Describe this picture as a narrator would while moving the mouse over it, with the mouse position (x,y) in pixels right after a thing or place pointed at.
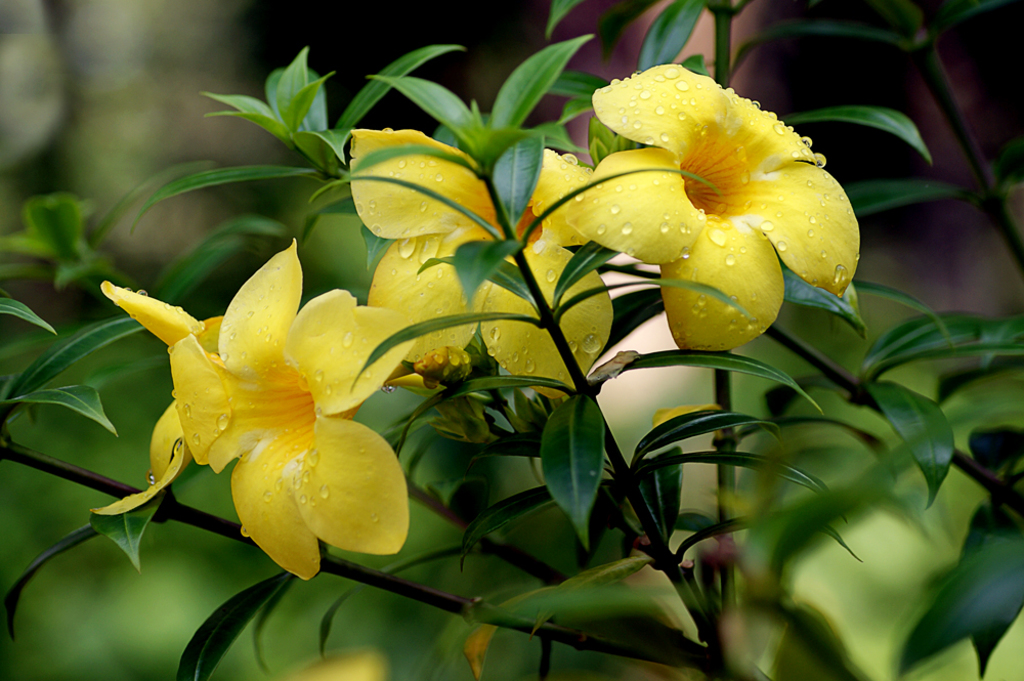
Here I can see a plant (870,493) along with the flowers (285,306) which are in yellow color. On the flowers (668,224) I can see the water drops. The leaves (573,473) and stems (692,583) are in green color. The background (158,96) is blurred.
